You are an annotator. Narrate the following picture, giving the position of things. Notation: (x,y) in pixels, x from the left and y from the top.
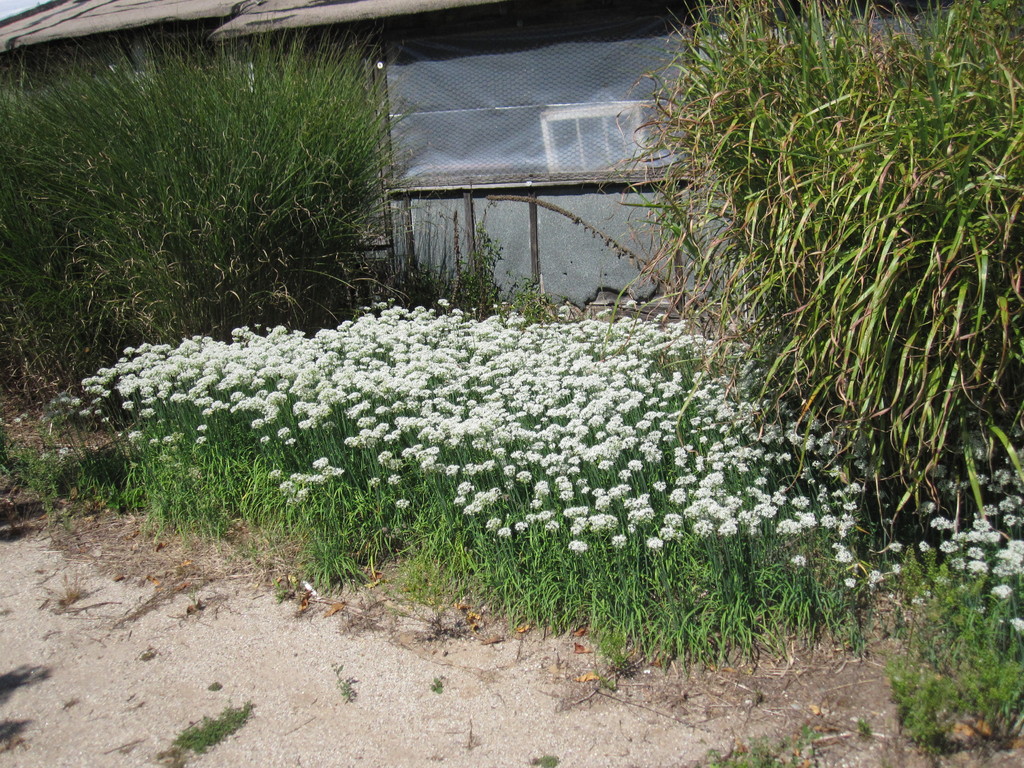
In this image we can see a house (487,156). There are many plants (781,266) in the image. There are many flowers (561,413) to the plants (614,444) in the image.
